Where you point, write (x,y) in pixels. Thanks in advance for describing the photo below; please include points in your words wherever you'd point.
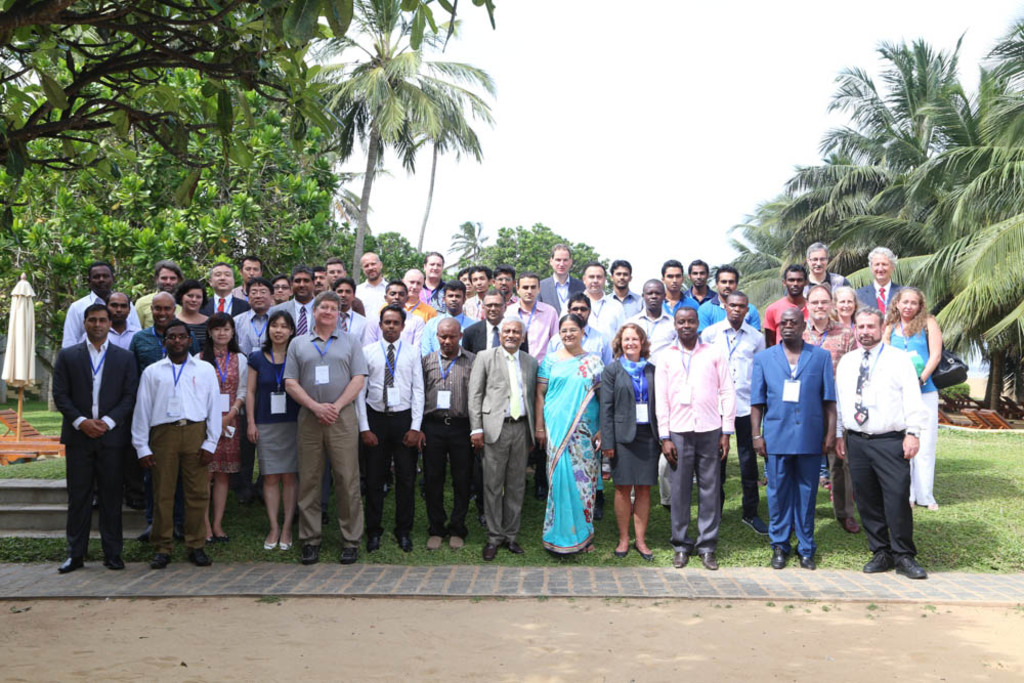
In this picture I can see there are a group of people (473,308) standing here and this woman (574,364) is wearing a saree (566,508) and there is grass (748,552) on the floor (748,552) and in the backdrop (146,238) there are trees (146,238) and the sky (488,206) is clear.
